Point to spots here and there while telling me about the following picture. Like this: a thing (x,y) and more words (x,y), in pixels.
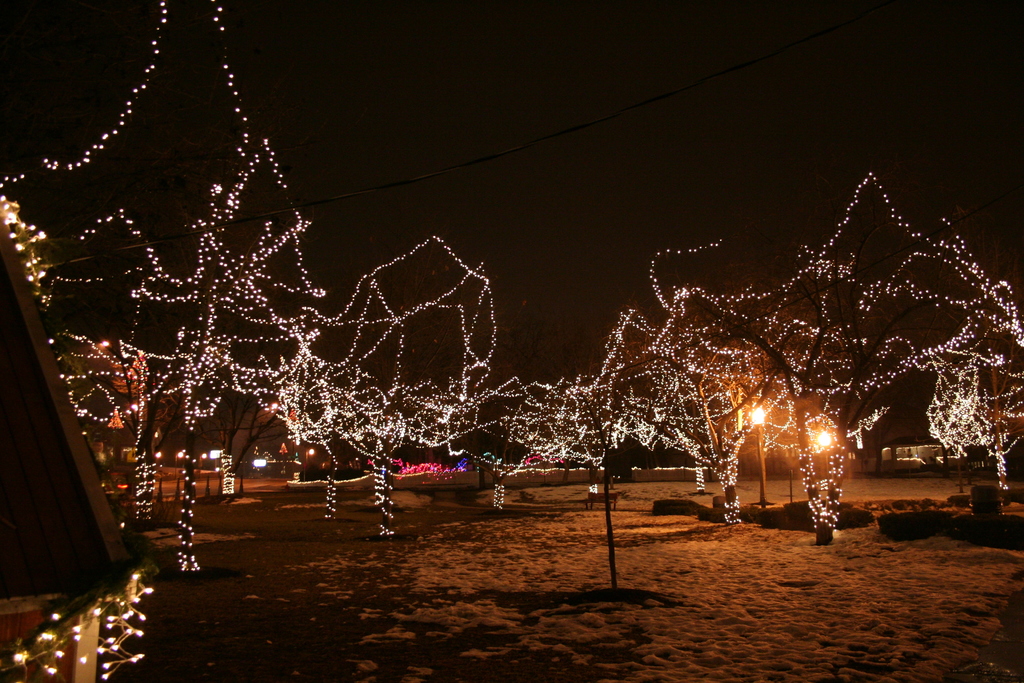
In this image I can see few lights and they are decorated to the trees (282,354). Background (773,129) the sky (595,159) is in black color.
